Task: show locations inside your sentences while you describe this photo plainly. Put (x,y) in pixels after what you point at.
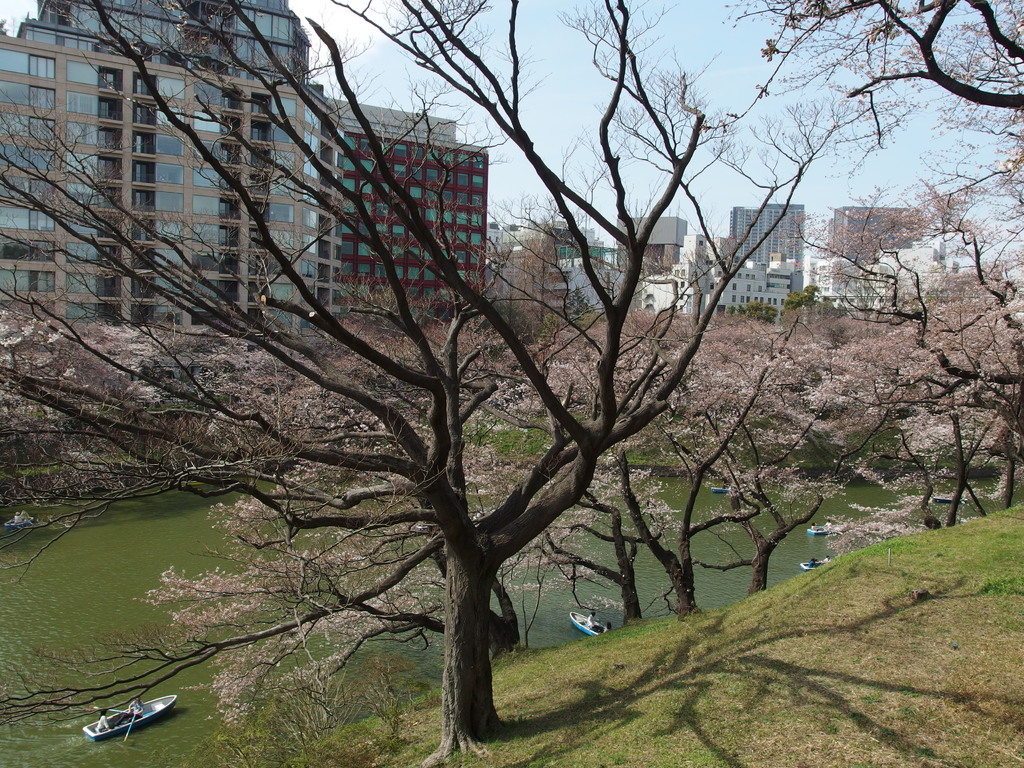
This image is taken outdoors. At the bottom of the image (654,684) there is a ground (835,678) with grass (765,680) on it and there is a river (140,611) with a few boats (154,705) on it and there are a few trees (557,500). At the top of the image (716,64) there is a sky (818,62). In the background (216,232) there are many buildings (825,273) with walls (690,264), windows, doors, roofs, railings (140,237) and balconies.
